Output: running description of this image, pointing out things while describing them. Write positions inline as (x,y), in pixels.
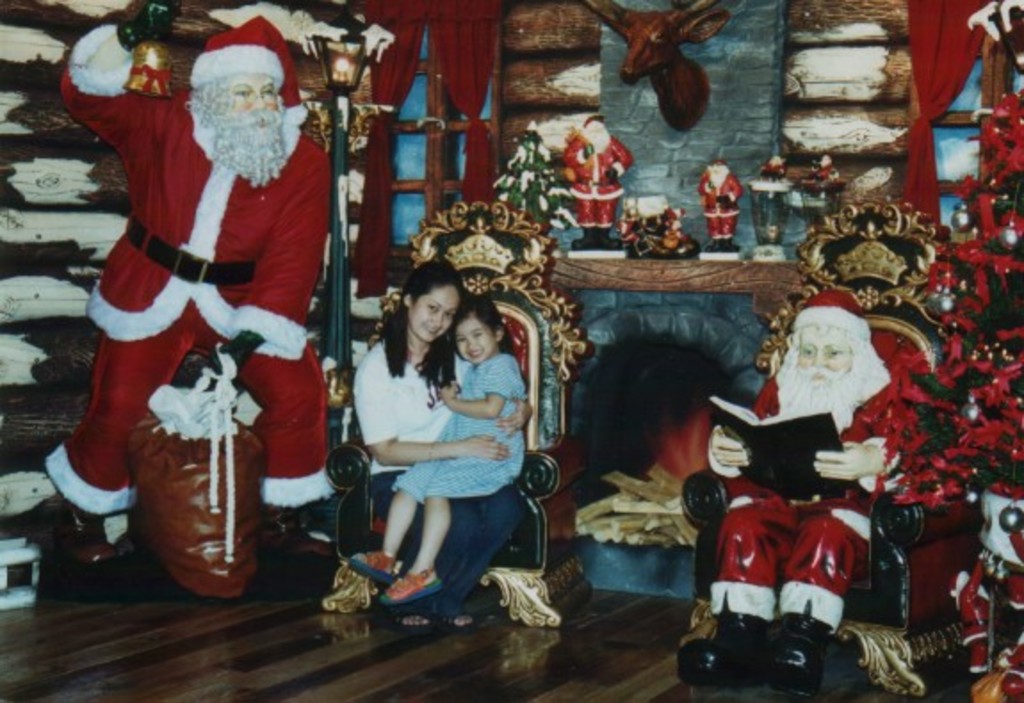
In this image there are two persons (441,476) sitting on the chair (510,305), towards the left of the image (246,133) there is a Santa claus (244,384) standing and holding a bag (192,487), there is a Santa claus (809,406) sitting and reading the book (773,449), there are wood (646,493) and fire (682,440), there are objects (608,218) placed on the surface (691,276), there is a red Christmas tree (996,325) truncated towards the right of the image (1001,145), there are curtains (930,111), there are windows (970,154), there is a wall (749,126).
